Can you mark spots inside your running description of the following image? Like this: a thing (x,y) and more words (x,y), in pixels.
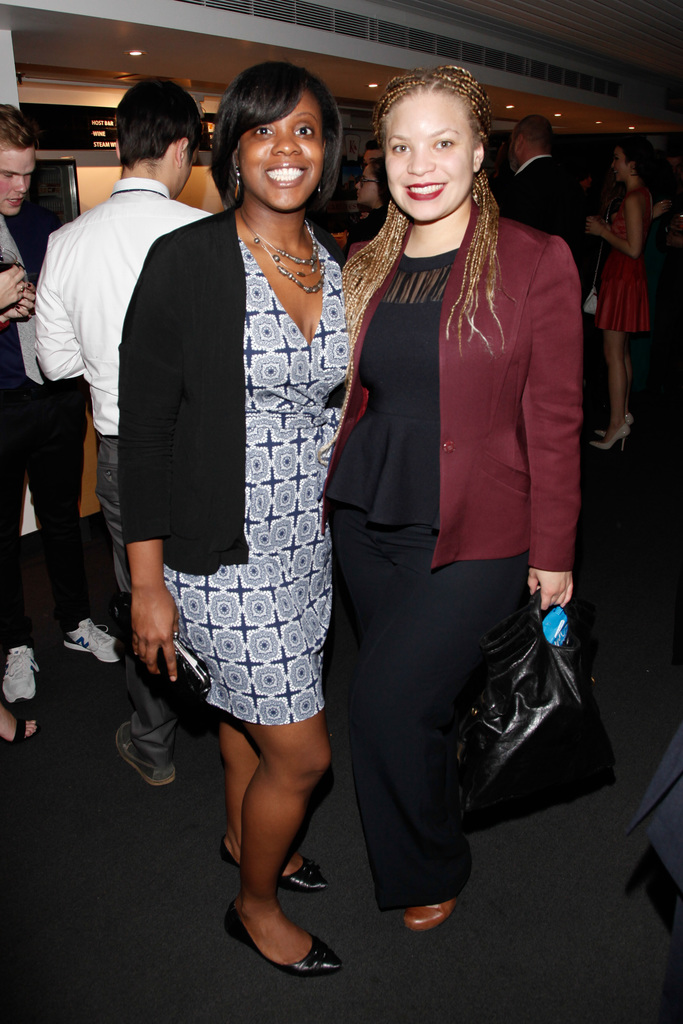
This picture shows few people (243,334) standing and we see couple of women (361,571) and we see a woman (456,760) holding a handbag (574,632) in her hand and another woman (224,688) holding a wallet (175,636) in her hand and we see smile on their faces (272,197) and lights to the ceiling (397,38).
